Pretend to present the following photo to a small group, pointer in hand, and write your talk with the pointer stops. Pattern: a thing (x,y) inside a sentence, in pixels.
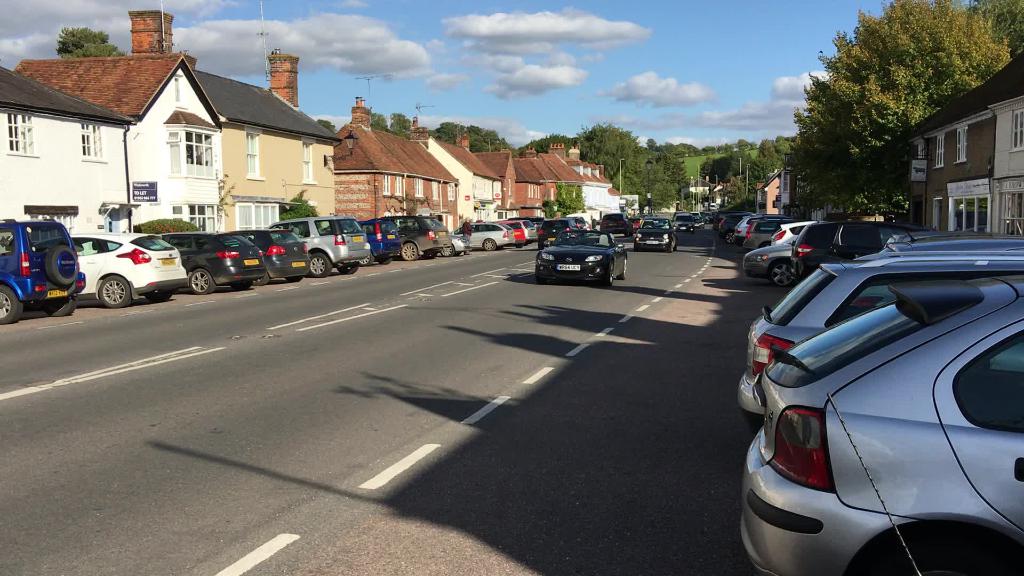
In this image there are vehicles (313,218) parked on the road (630,238) and in the center (638,238) there are cars (586,255) moving on the road (534,263). There are buildings (500,185), trees (874,147) and the sky (635,63) is cloudy.
